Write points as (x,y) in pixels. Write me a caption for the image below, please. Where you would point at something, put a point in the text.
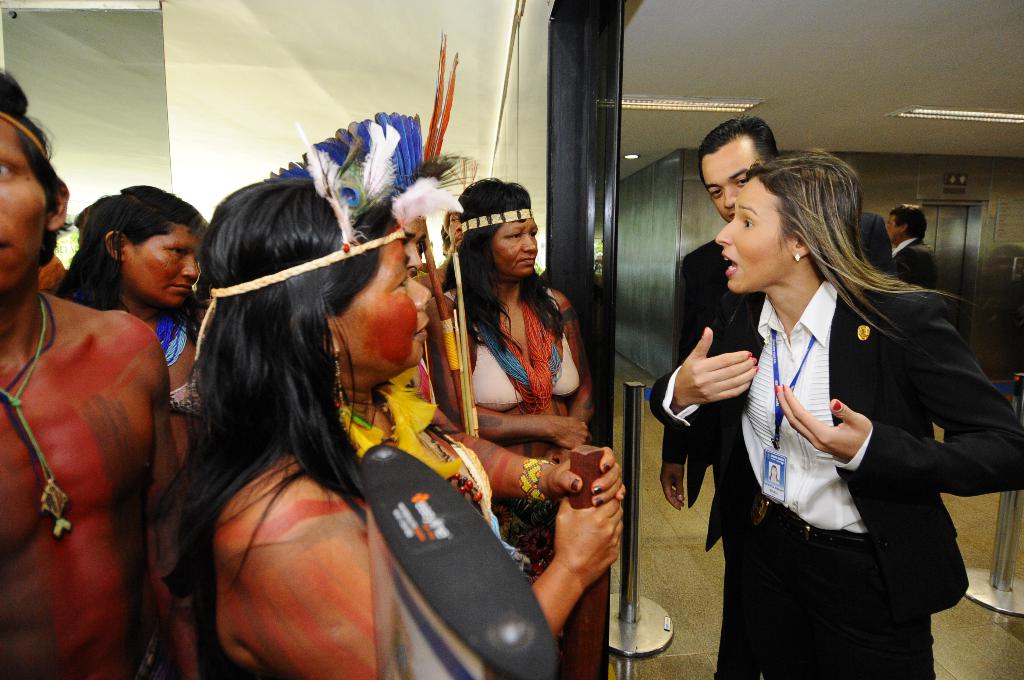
In this image there are people (352,387) standing. The people (280,326) to the left (239,340) seems to be tribal people (281,279). To the right (796,330) there is a woman (755,240) and a man (722,170) standing. Behind them there is a wall (871,159). Beside them there is a rod (640,417). The woman (689,380) to the right (878,372) is wearing an identity card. There are lights (918,108) to the ceiling (654,143).
